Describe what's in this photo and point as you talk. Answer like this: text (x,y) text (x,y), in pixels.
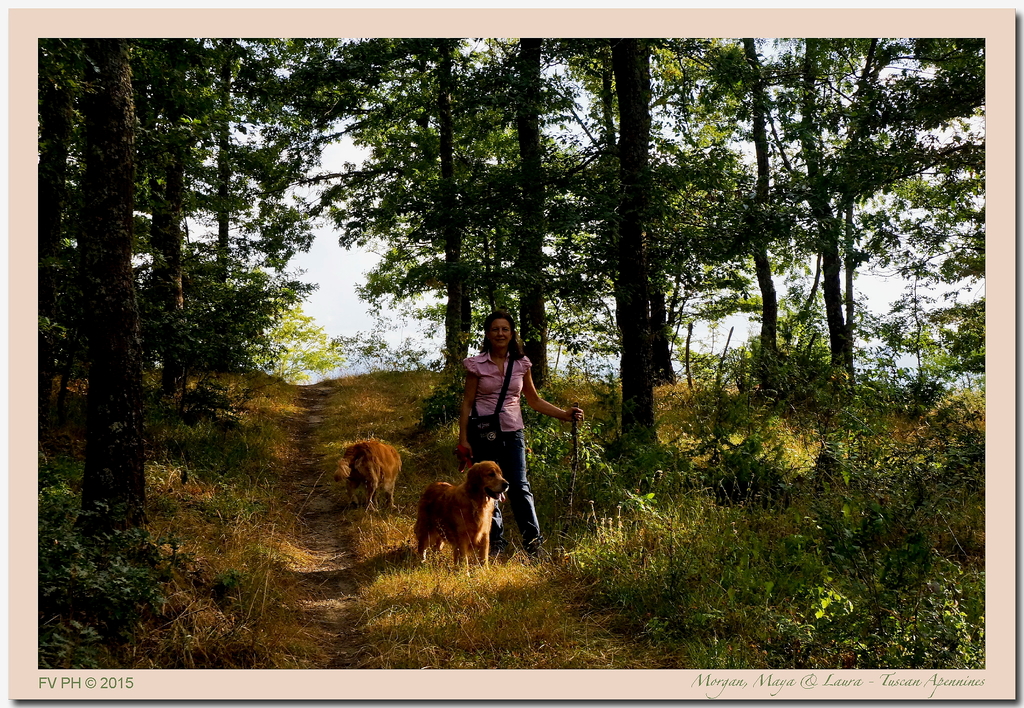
This is an edited image. In the middle of the image (499,411) there is a woman (515,433) holding a stick (581,411) in the hand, standing and giving pose for the picture. Beside her there are two dogs (476,514). On the ground (542,647), I can see the grass (547,594). Here I can see many plants (866,503) and trees (224,267). This place is looking like a forest (399,278).
